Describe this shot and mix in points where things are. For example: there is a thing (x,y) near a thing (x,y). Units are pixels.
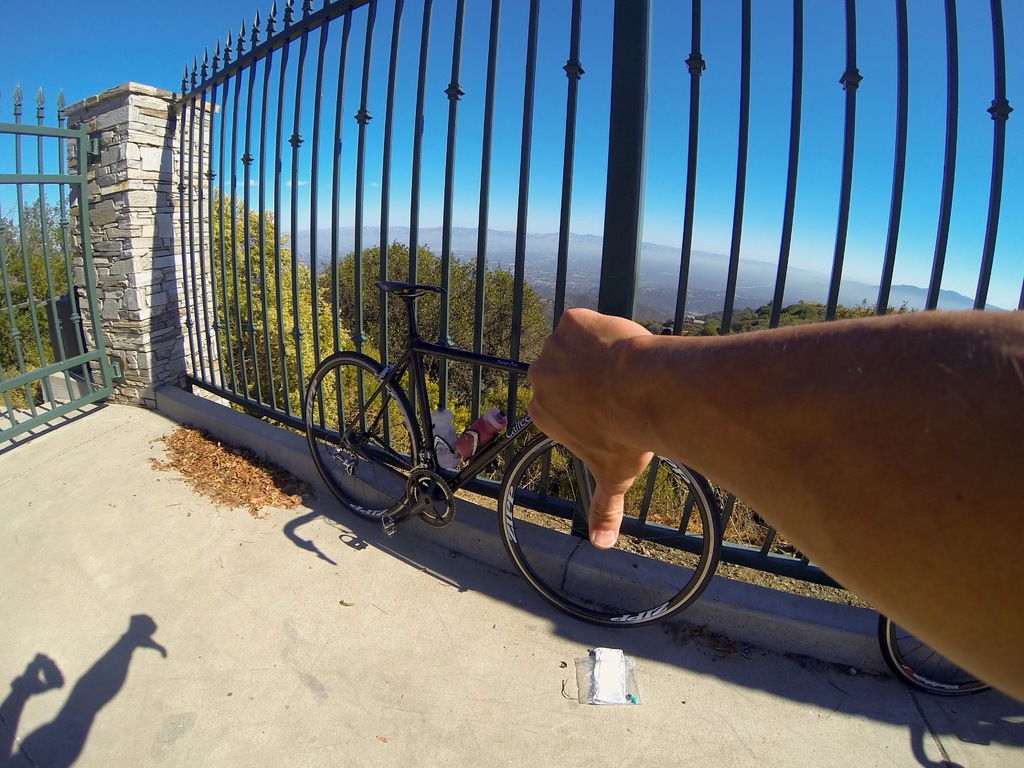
In the image on the right side (897,478) we can see one human hand (775,451). In the background (213,151) we can see the sky (779,34), trees (861,312), pillar (150,206), fence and cycle (341,469).
